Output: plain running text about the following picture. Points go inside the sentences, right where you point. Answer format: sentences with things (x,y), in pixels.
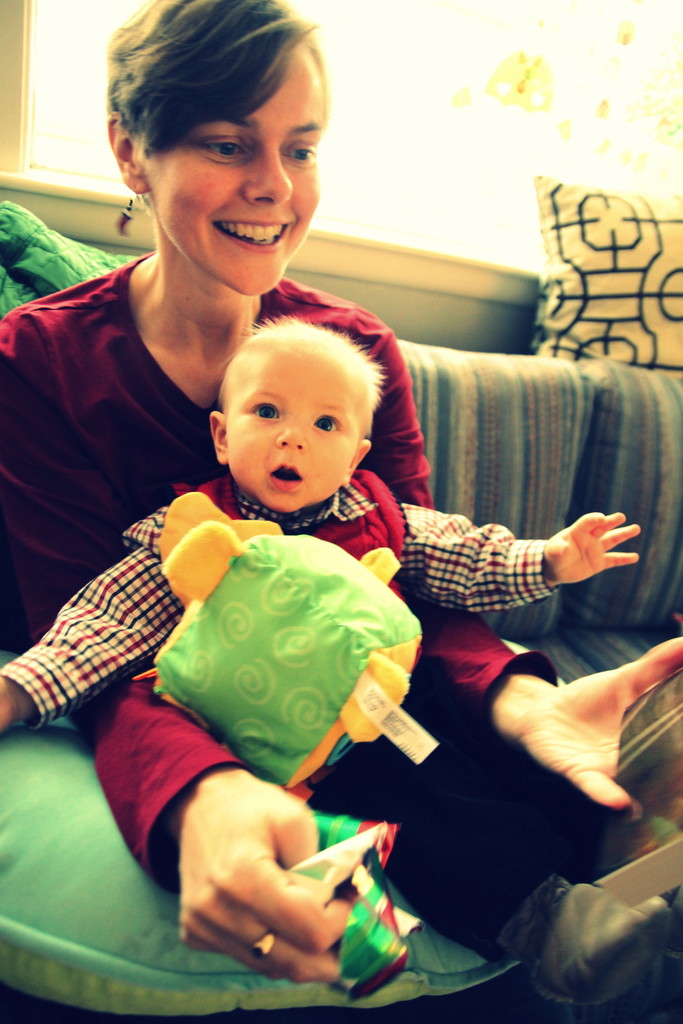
In this picture there is a woman (268,43) sitting and smiling and she is holding the object (391,923) and there is a boy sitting on the woman (203,730). At the back (606,654) there are cushions (606,654) and there is a window (24,22) behind the window (406,148) there is a tree (527,57).
